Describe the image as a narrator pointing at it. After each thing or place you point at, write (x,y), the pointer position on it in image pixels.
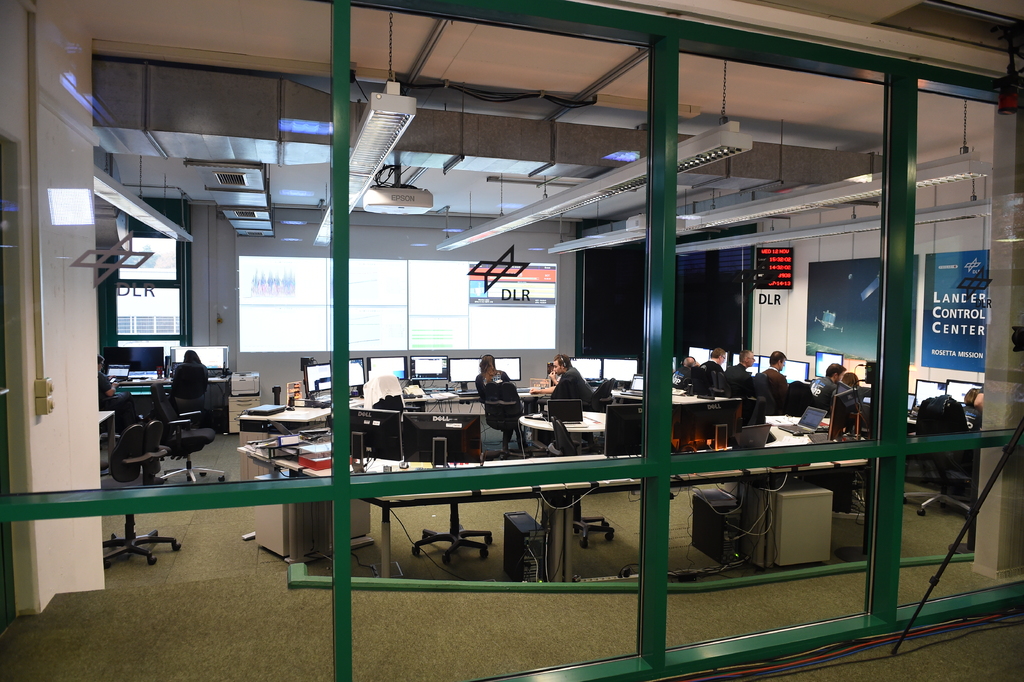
In this image, we can see some people (572,386). There are a few chairs (166,536) and tables (289,456) with some objects (431,356) like screens (427,356). We can also see the wall (971,236) with some objects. We can see some boards (852,288) with text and images (858,261). We can see some glass (929,289) and the roof (850,136) with some objects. We can also see some metal objects (338,113) and ground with some objects (299,579).
